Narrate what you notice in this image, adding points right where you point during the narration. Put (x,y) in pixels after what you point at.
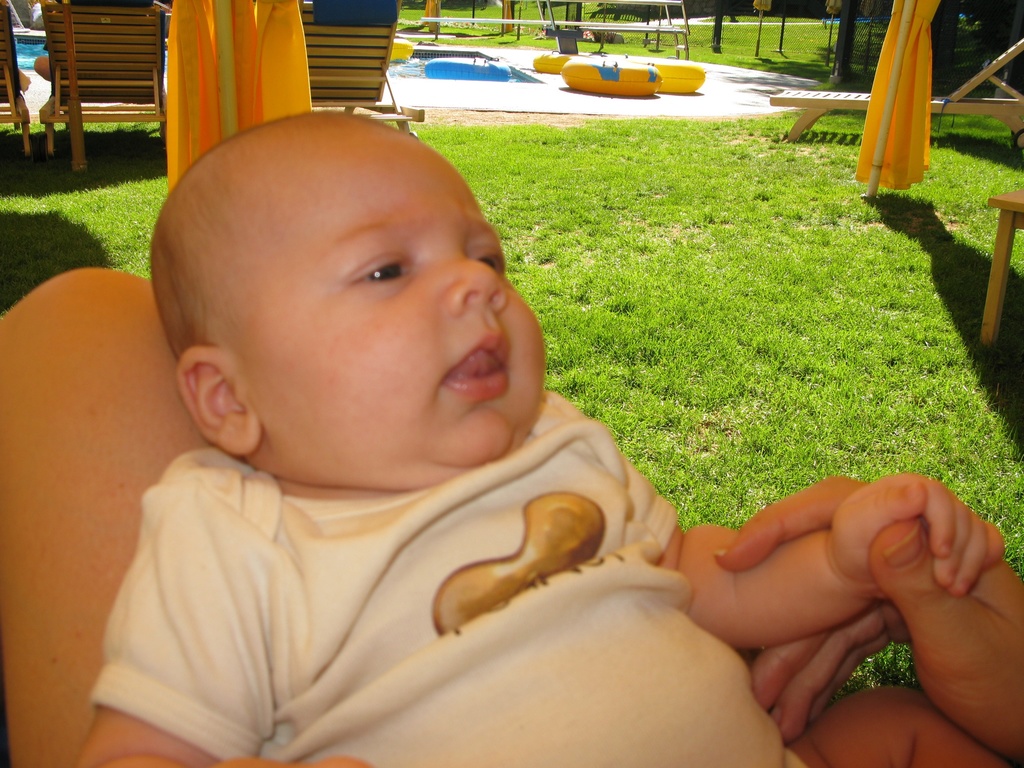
In this given picture, We can see a garden (853,240), few objects (616,79), a swimming pool (471,64), three chairs (143,28), grass (729,301), after that, We can see a baby (653,501) lying on someone lap (160,459) and holding a hand (901,559).
